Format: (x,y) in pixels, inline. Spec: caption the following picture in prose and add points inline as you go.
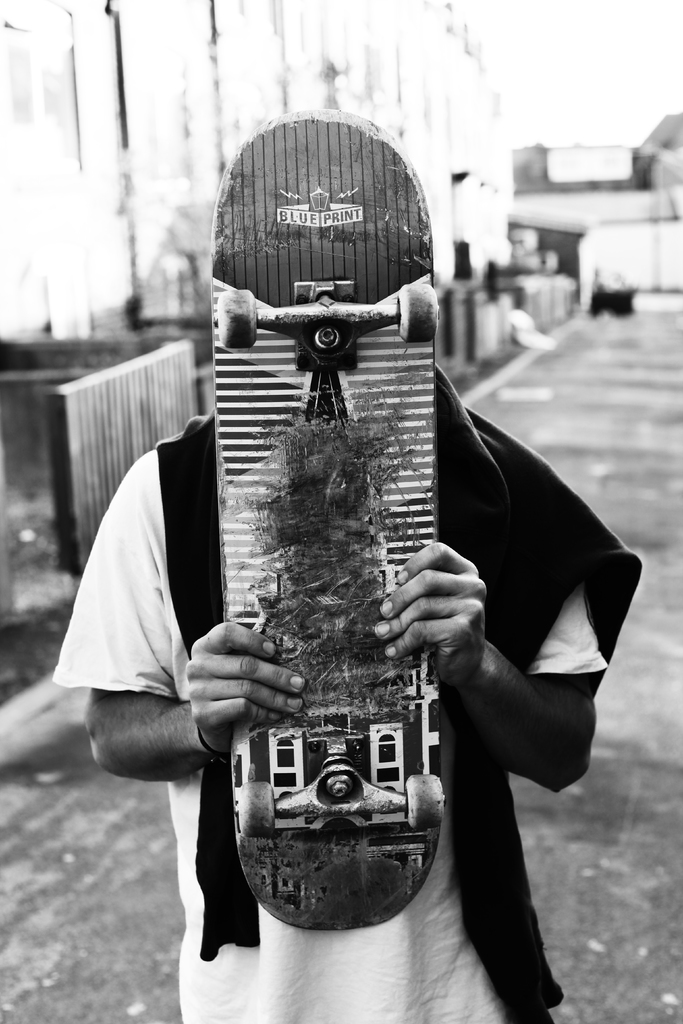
This is a black and white picture. I can see a person (439,897) standing and holding a skateboard (425,478). I can see buildings (89,152), and there is blur background (536,19).
